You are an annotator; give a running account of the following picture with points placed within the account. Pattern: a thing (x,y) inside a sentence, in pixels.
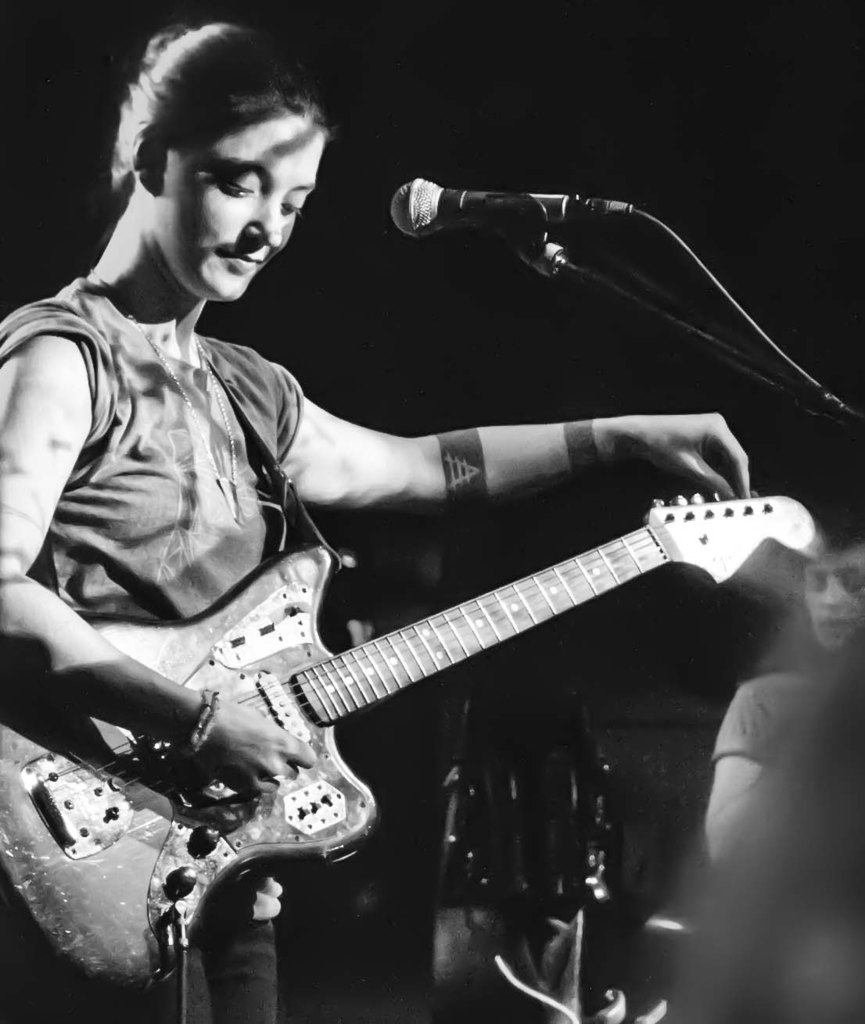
On the left side of the image (181,530) there is a woman (144,500) holding a guitar (408,684). In front of this person (272,246) there is a mike stand (826,411). On the right side (850,666) I can see another person (778,797). This is a black and white image.
